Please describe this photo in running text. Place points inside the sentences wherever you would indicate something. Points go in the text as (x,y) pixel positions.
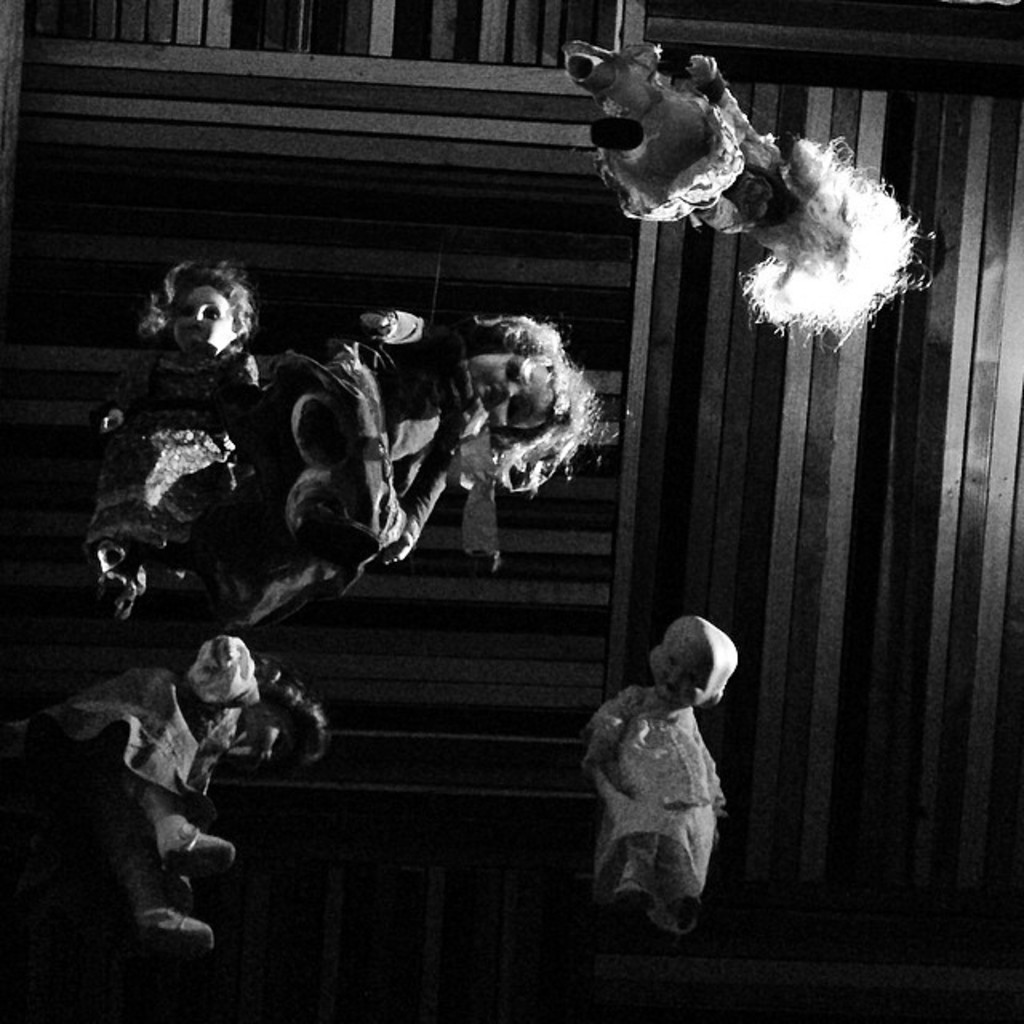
There is a ceiling (401,258). On the ceiling (475,575) there are many dolls (467,442) hanged. It is a black and white picture.
